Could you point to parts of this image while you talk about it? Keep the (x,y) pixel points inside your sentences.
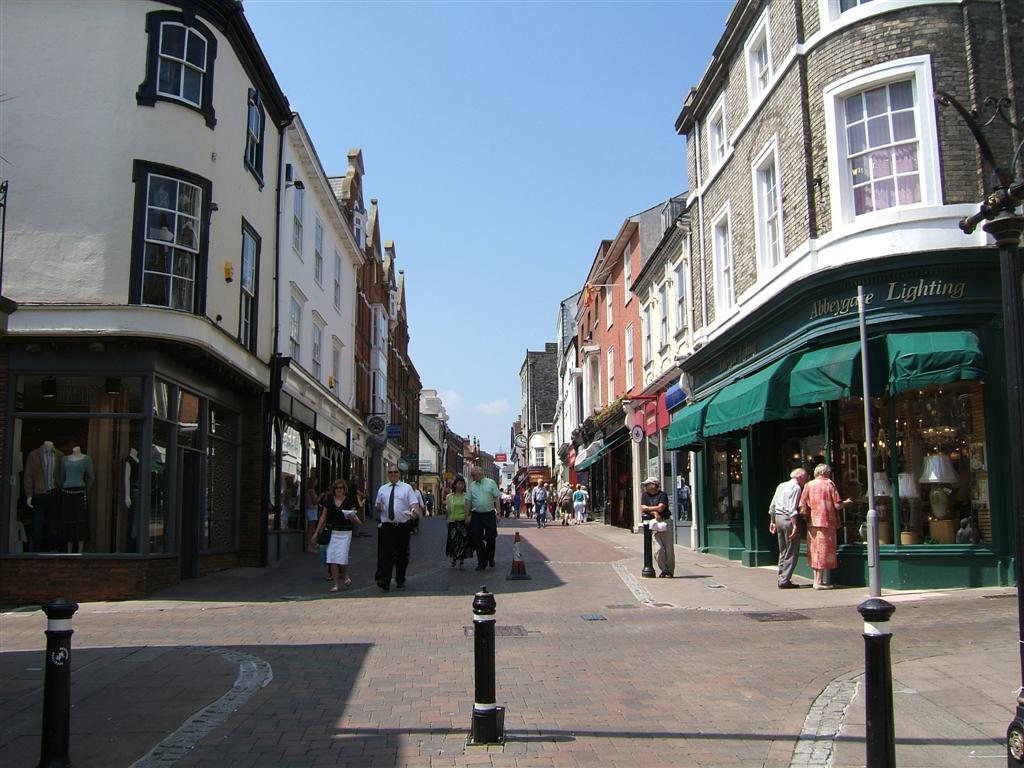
At the bottom of the image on the floor (659,681) there are poles (487,650). There are few people (426,501) standing on the floor (564,543). And there are buildings (876,132) with walls (745,172), windows (879,112), doors (196,460) and glass windows (201,73). And also there are stores (238,420) with roofs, glass doors (89,483) and name boards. Inside the glass doors (916,450) there few objects (937,483). At the top of the image (503,138) there is sky (491,184). On the right side of the image (1007,277) there is a pole (1007,257).
